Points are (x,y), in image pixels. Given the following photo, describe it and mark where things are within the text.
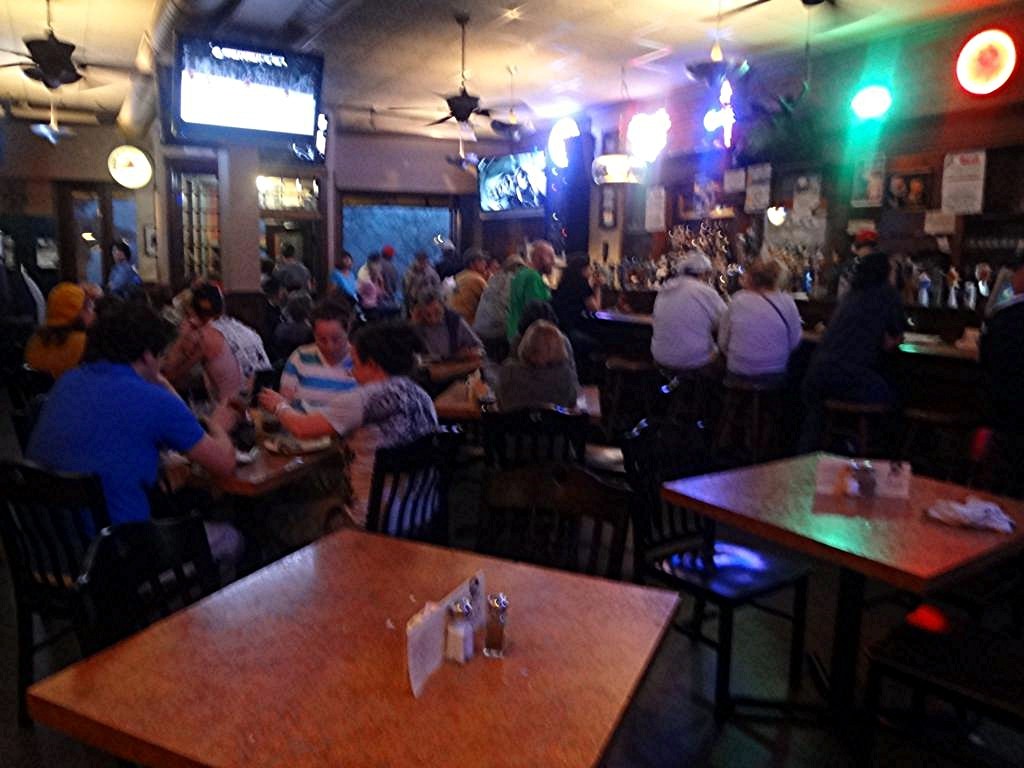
In this image we can see a group of people (411,414) sitting on the chairs (449,440) beside the tables (269,489). We can also see some tables (288,715) containing bottles (463,645) and papers (428,669) on it. On the backside (197,253) we can see two televisions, some boards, a wall (334,245), lights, windows (115,227) and a roof (517,97) with some ceiling fans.
